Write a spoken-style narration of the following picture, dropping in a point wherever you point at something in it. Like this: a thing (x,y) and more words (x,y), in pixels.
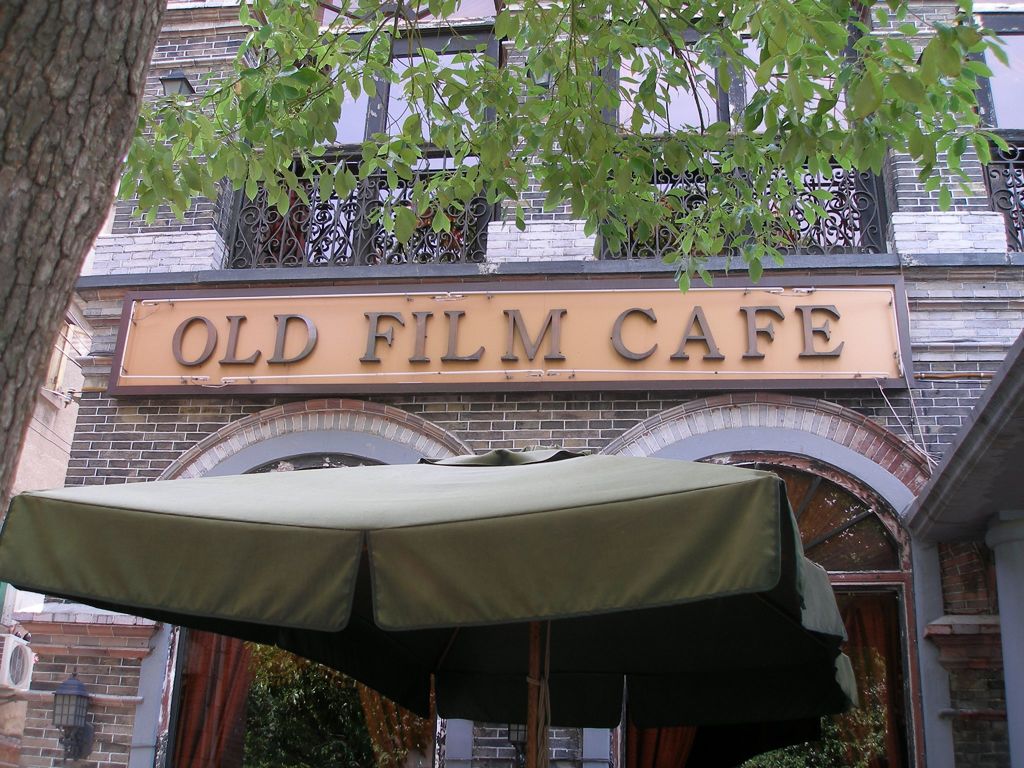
In this image I can see the tent (327,540) in green color. In the background (362,304) I can see the board (323,304) attached to the building (555,242), few windows (440,35) and I can also see the tree (424,53) in green color.
